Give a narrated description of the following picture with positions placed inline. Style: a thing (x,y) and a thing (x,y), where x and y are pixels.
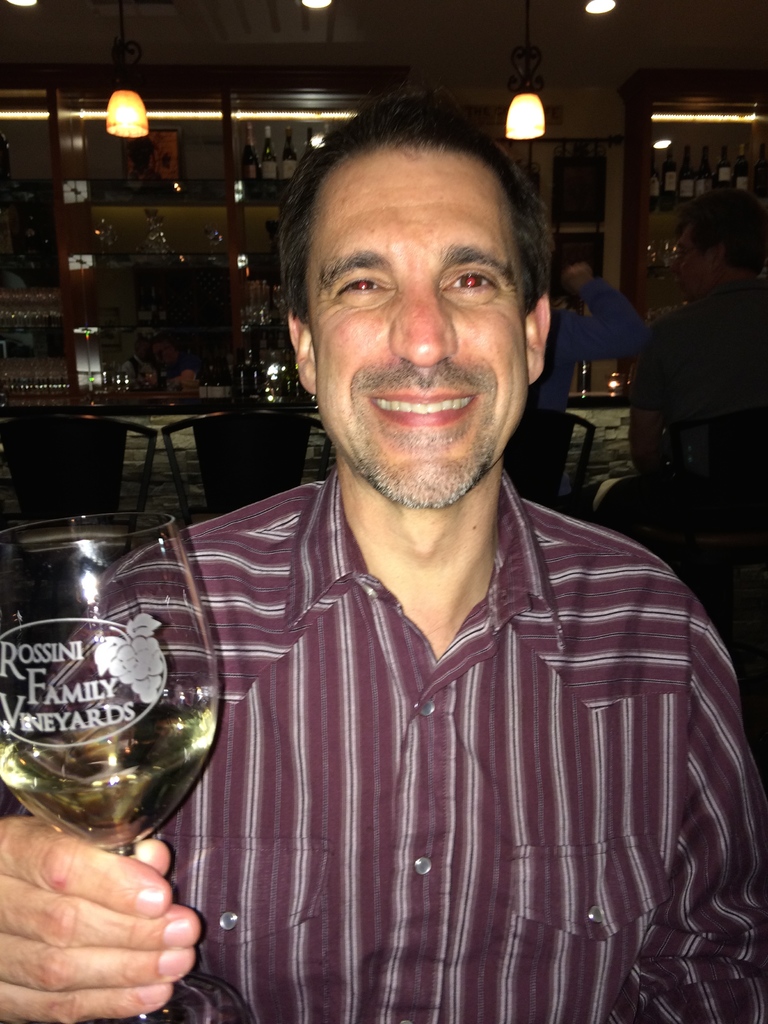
In this image there is a man (284,600) posing for a picture by holding a glass (92,804) in his hand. At the top (130,125) there are two lights (123,119). At the background (253,159) there are wine bottles (248,167) and chairs (235,419).
